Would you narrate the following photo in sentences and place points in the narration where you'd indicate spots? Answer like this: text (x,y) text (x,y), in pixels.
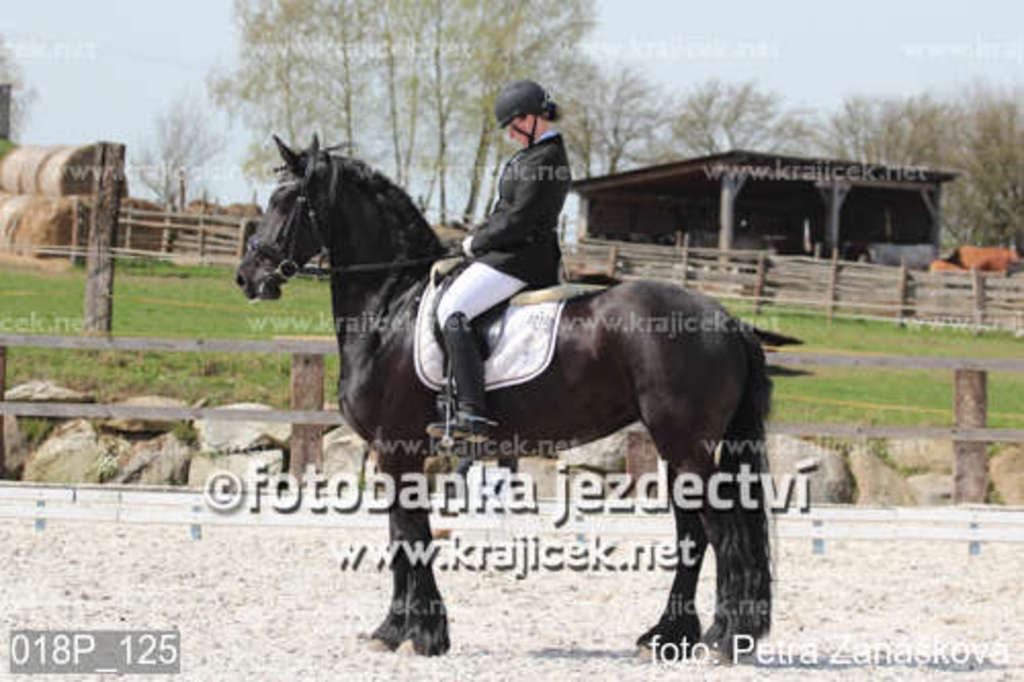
There is a woman (542,192) sitting on the horse (414,373) wearing a helmet (510,108) on the ground (182,596). Behind her there is a railing (297,367). In the background (197,369) there is a shed (812,238), grass (737,301) and trees (360,103) and a sky (729,60) here.
